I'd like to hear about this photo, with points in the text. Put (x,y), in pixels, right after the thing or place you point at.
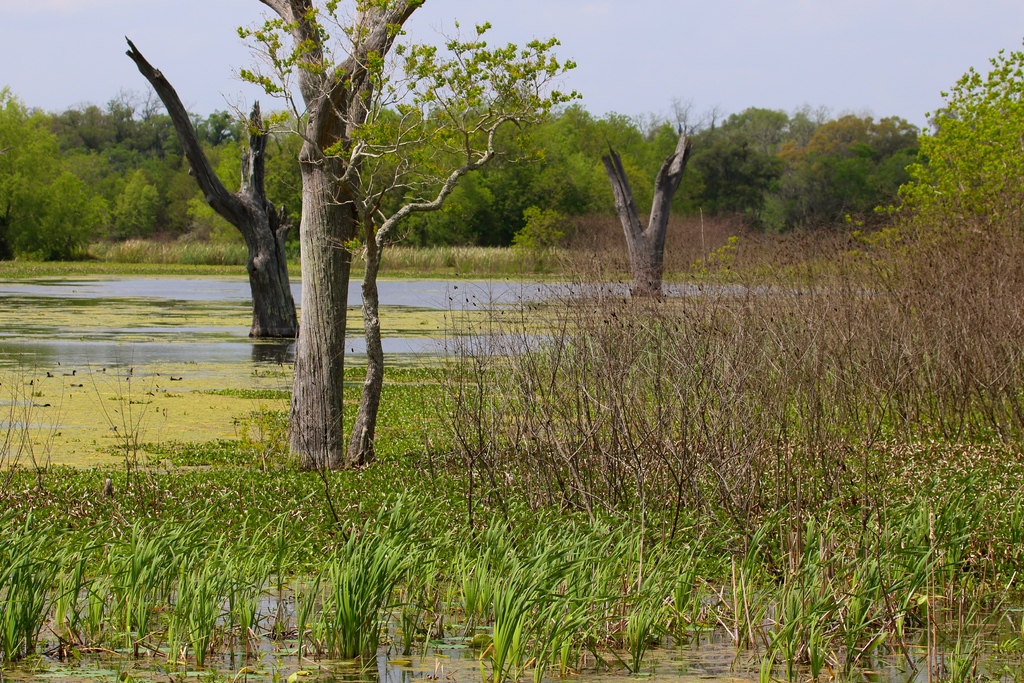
In this image we can see grass (1009,551), plants (625,386) and trees (70,217) are present on the surface of water (157,314) and the sky (710,48) is in the background (677,50).
